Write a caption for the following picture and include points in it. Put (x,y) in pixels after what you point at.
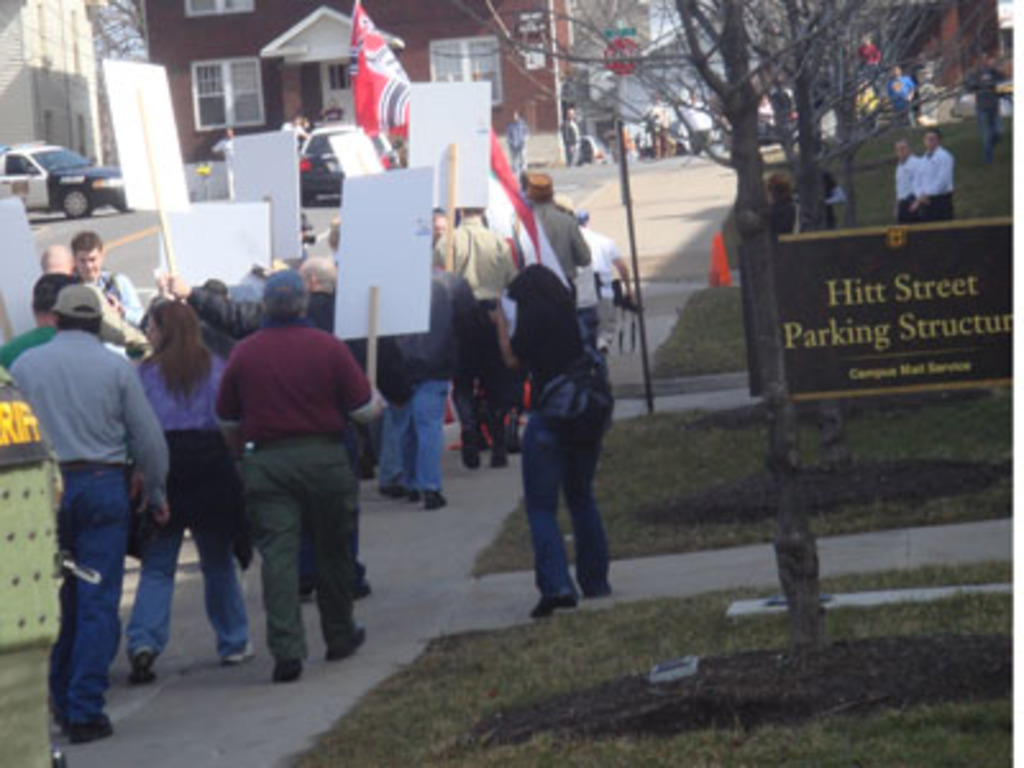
In this picture, it seems like a notice board (823,241) on the grassland (912,509) in the foreground (646,490), there are people (477,295) holding posters (477,117) in their hands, trees (607,85), houses (310,86) and vehicles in the background (121,41).
